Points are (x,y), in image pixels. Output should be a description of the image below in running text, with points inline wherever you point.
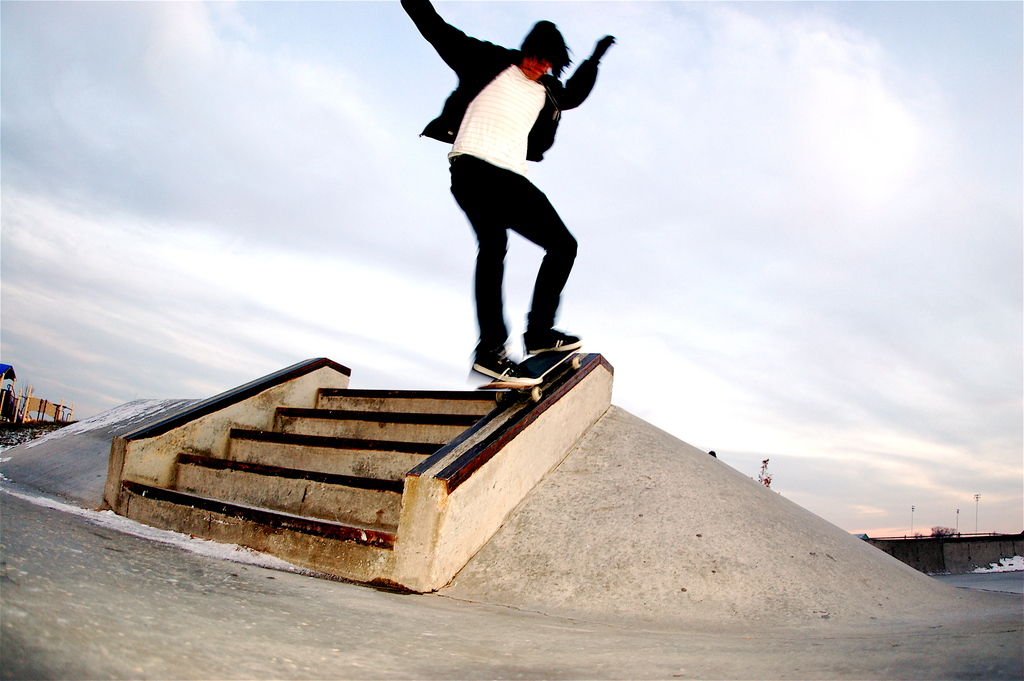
This picture is clicked outside. In the center (483,287) there is a person (483,270) skating on a skateboard (535,372) and we can see the staircase (329,488). In the background (752,87) there is a sky (866,235), poles (978,508) and some other objects (942,564).
